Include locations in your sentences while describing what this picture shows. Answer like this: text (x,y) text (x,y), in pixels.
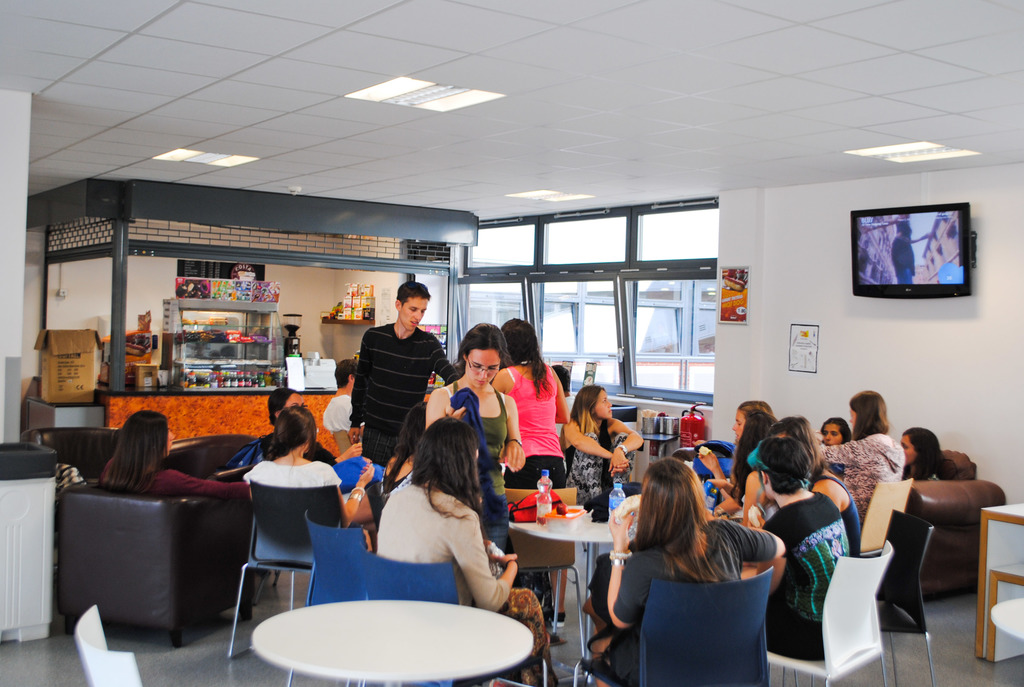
This is an image clicked inside the room (345,524). There are few people (617,430) sitting on the chairs (744,627) around the table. On the left side (232,270) I can see a stall (196,345). There is a television (883,247) is fixed on the right side wall (925,367).
